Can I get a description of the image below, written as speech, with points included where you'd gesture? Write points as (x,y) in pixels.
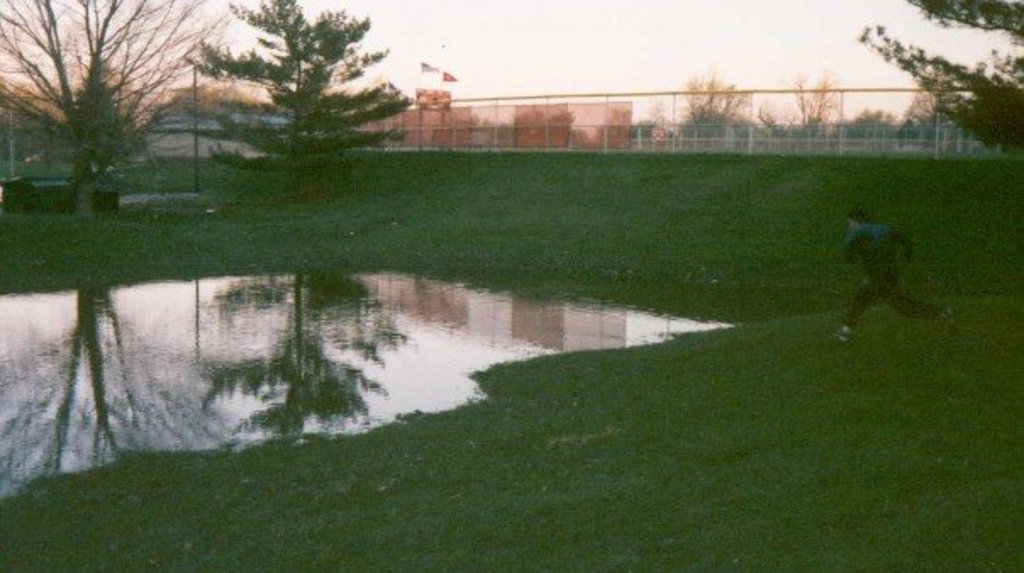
The picture is hazy. From the right a person (866,258) is running. In the middle (442,380) there is a water body (157,395). In the background (957,90) trees (252,103), buildings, pole (195,109), sky (638,46). The place is surrounded by boundary (898,136).
